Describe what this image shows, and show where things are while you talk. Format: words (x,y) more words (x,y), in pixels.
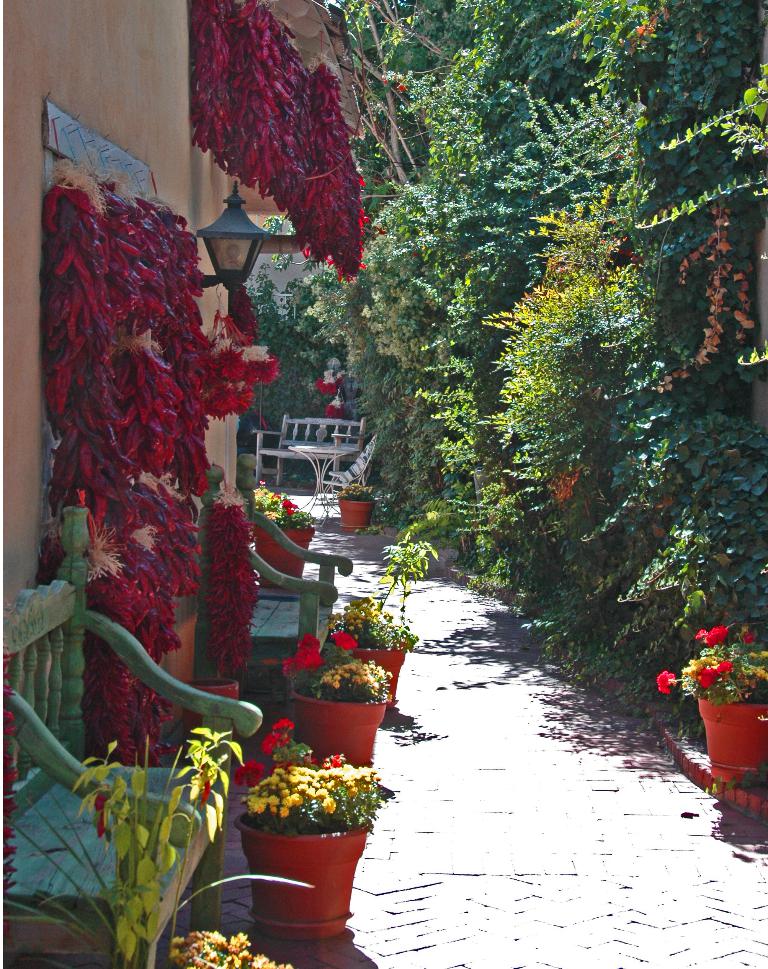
In this picture we can see chairs (48,776), house plants (147,856) with flowers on the ground (502,806) and in the background (552,491) we can see a wall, light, table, bench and trees (641,645).
